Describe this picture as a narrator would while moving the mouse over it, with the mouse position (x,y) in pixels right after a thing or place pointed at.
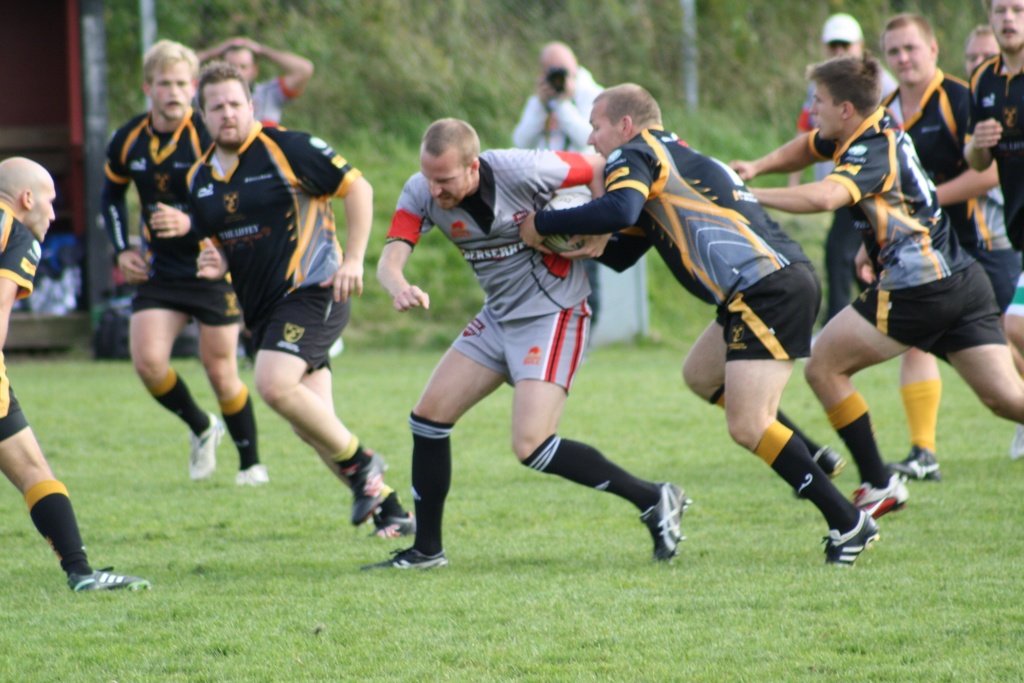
In this image I can see the group of people (504,356) running on the ground (510,544). Among them two people (583,246) are holding the ball (582,199). In the background (451,42) there are few trees (526,76).
